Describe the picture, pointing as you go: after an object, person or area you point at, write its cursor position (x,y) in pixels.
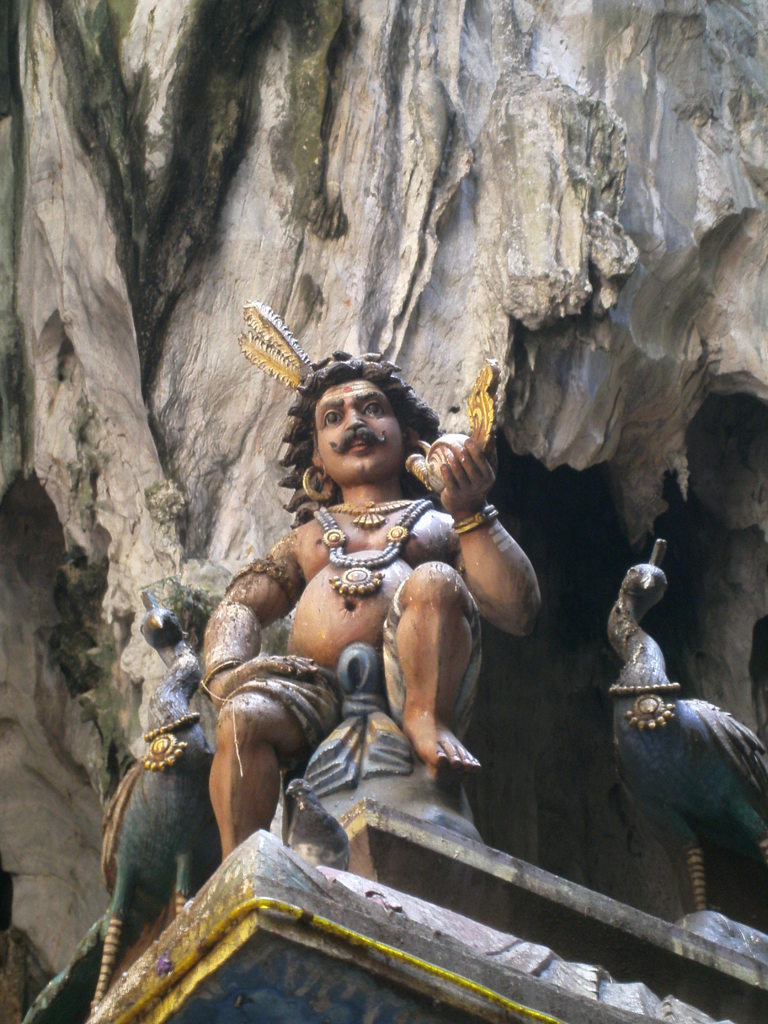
In this image we can see a statue (408,600) of a man (390,617). To the both sides of the statue (390,617) peacock statues (189,774) are there. Behind mountain (464,247) is present.
